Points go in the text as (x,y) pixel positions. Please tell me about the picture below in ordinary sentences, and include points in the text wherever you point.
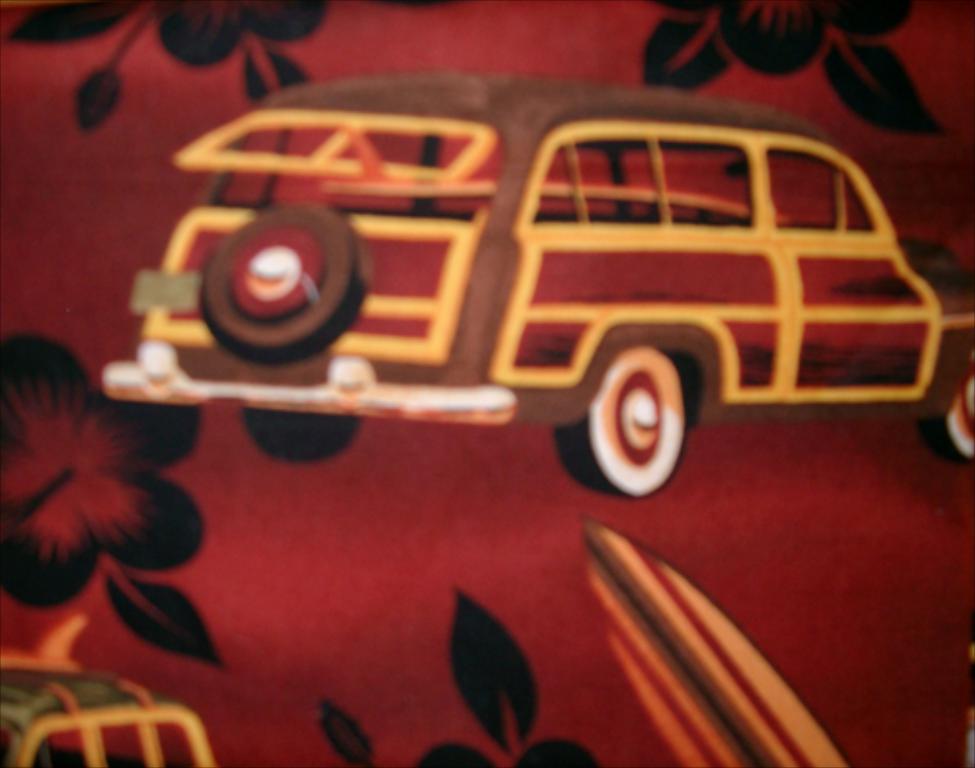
In this picture it looks like a cloth (450,461). On the cloth (566,341) there are pictures (472,359) of vehicles (835,216) and flowers (485,714).
